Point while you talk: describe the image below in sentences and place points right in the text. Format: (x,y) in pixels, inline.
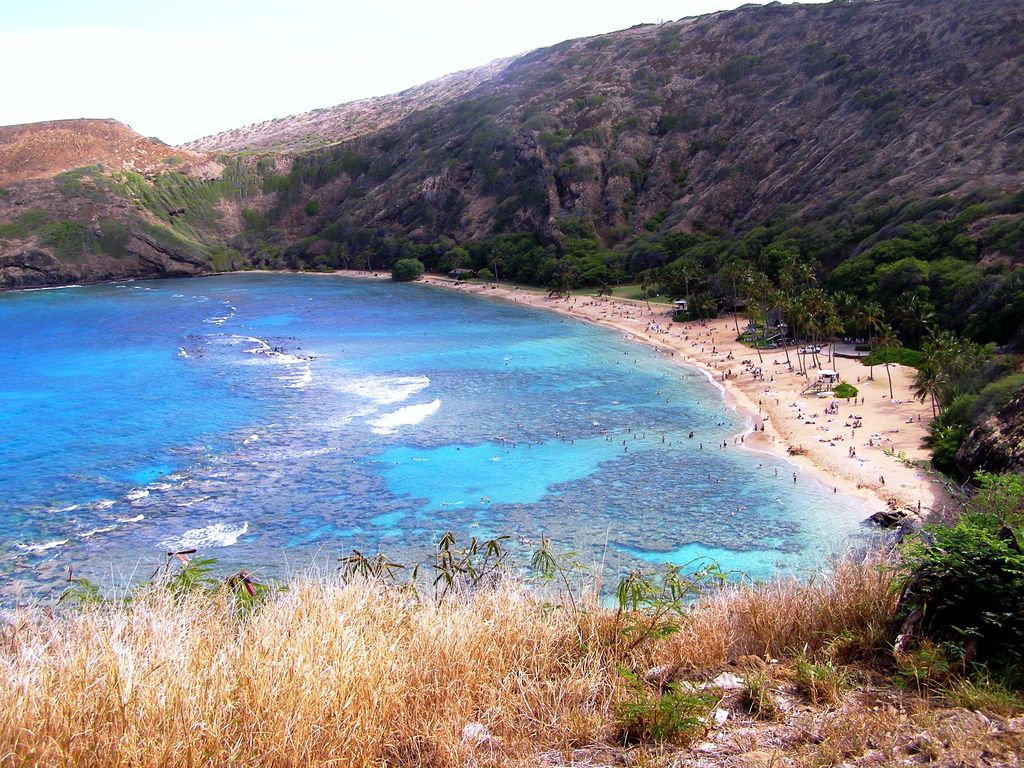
In this picture I can see group of people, there is water (468,486), there are plants (620,240), trees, hills (569,86), and in the background (443,31) there is sky (544,25).
